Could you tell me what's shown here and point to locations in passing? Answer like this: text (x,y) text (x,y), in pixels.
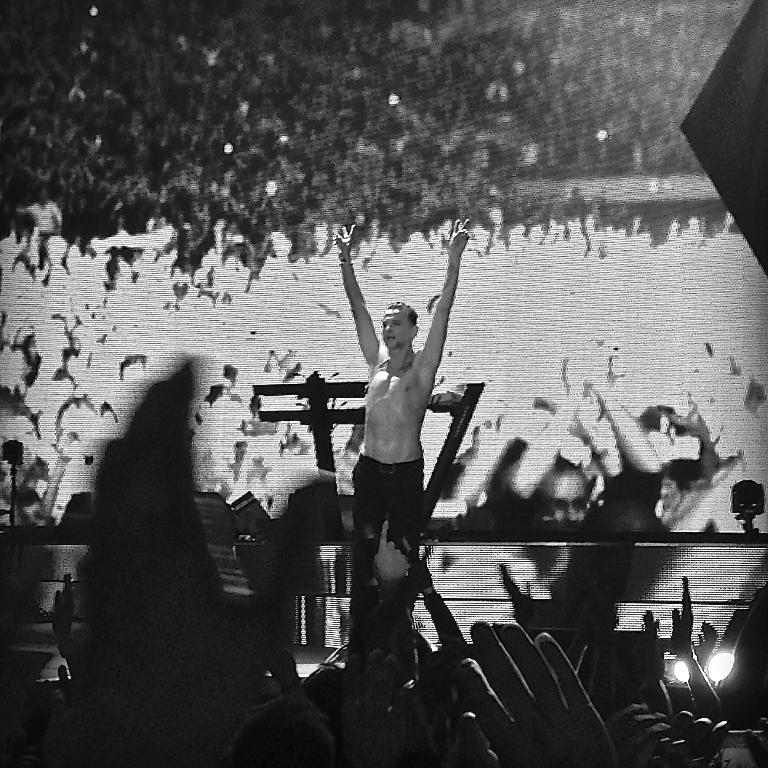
This image a black and white image. This image a little blurred. In the middle of the image (411,416) a man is standing on the floor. At the bottom of the image (734,687) there are a few people (419,685) and there is a light (712,674). In the background (724,585) there is a screen (415,302).
